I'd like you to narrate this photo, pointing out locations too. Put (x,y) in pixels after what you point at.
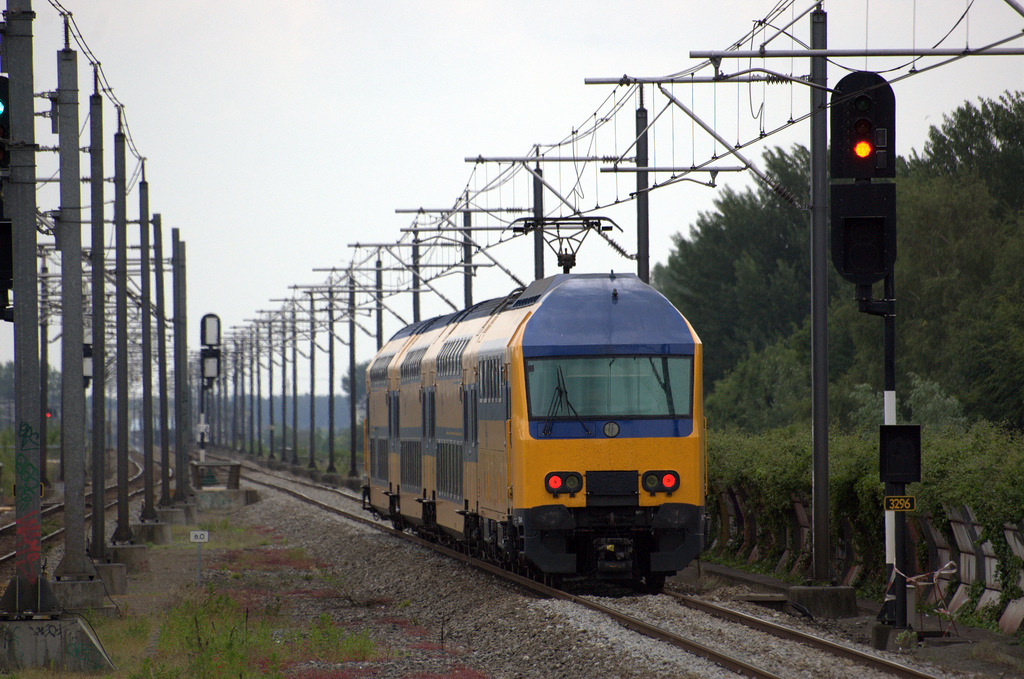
In this image there is a railway track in the middle (370,409), on which there is a yellow color train (405,497), in the middle (644,252) there are poles (46,289) and power line cables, signal light (883,95), at the top (947,101) there is the sky (539,32), on the right side (910,161) there are some trees (936,318), on the left side (60,504) there is another railway track (50,515) and trees (53,430).
